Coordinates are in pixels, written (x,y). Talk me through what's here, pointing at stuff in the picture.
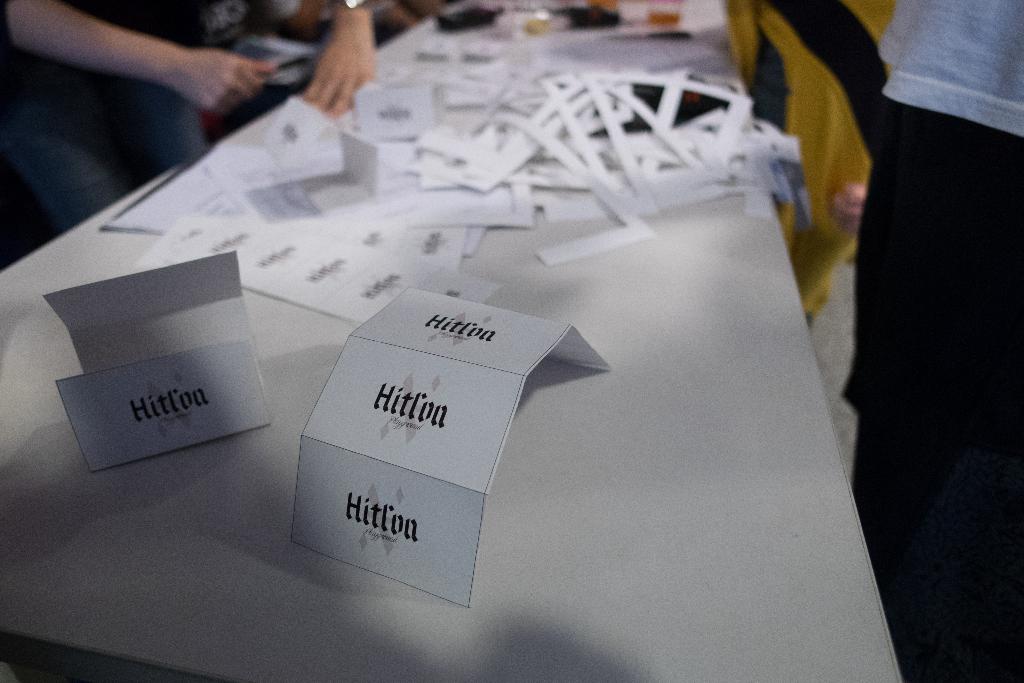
There are cards (499,381), papers (570,201) and other objects (474,26) on a table (512,637). We can see few persons (788,58) are standing on the left (157,131) and right side (993,87).
